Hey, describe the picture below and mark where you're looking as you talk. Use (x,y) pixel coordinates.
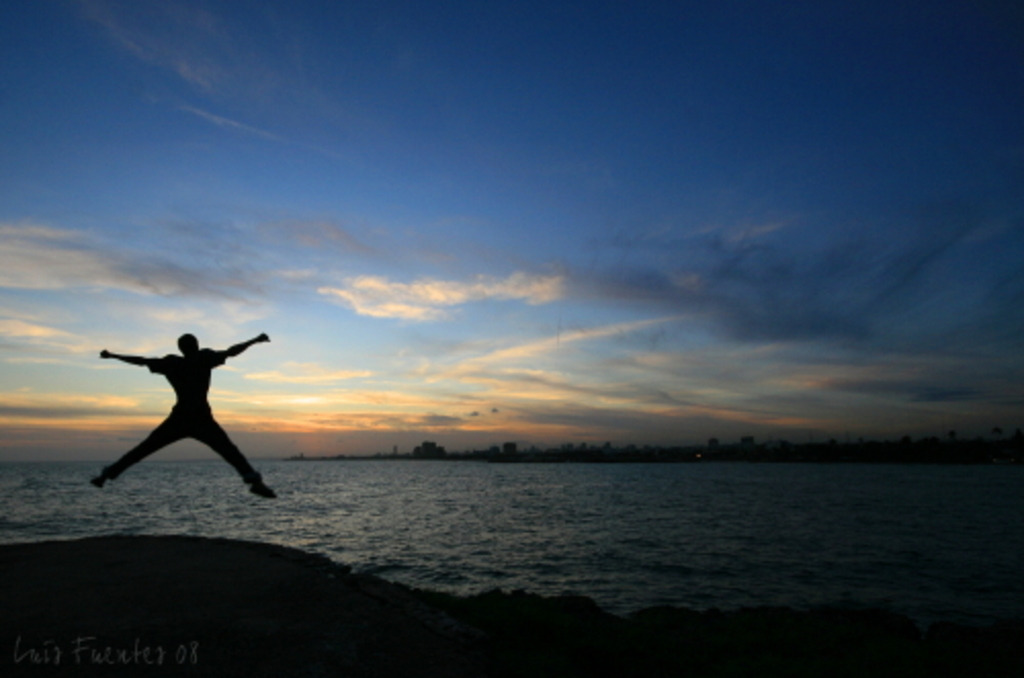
In this image, I can see a person (185,362) jumping. These are the water (611,502). In the background (502,458), I can see the buildings (438,456). These are the clouds (535,295) in the sky (536,234). At the bottom of the image (101,643), I can see the watermark (66,653).
